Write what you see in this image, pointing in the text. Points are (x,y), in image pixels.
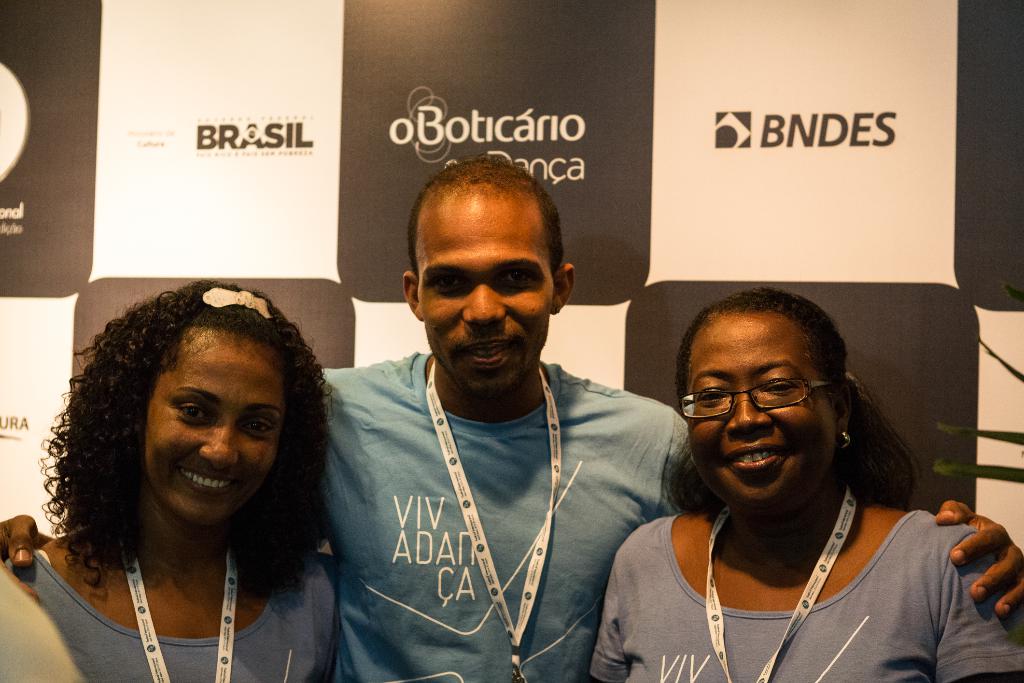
This image consists of three persons (586,568). They are wearing the tags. In the background (625,251), we can see a banner (62,201) along with the text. There are two women (263,502) and a man (362,581).
